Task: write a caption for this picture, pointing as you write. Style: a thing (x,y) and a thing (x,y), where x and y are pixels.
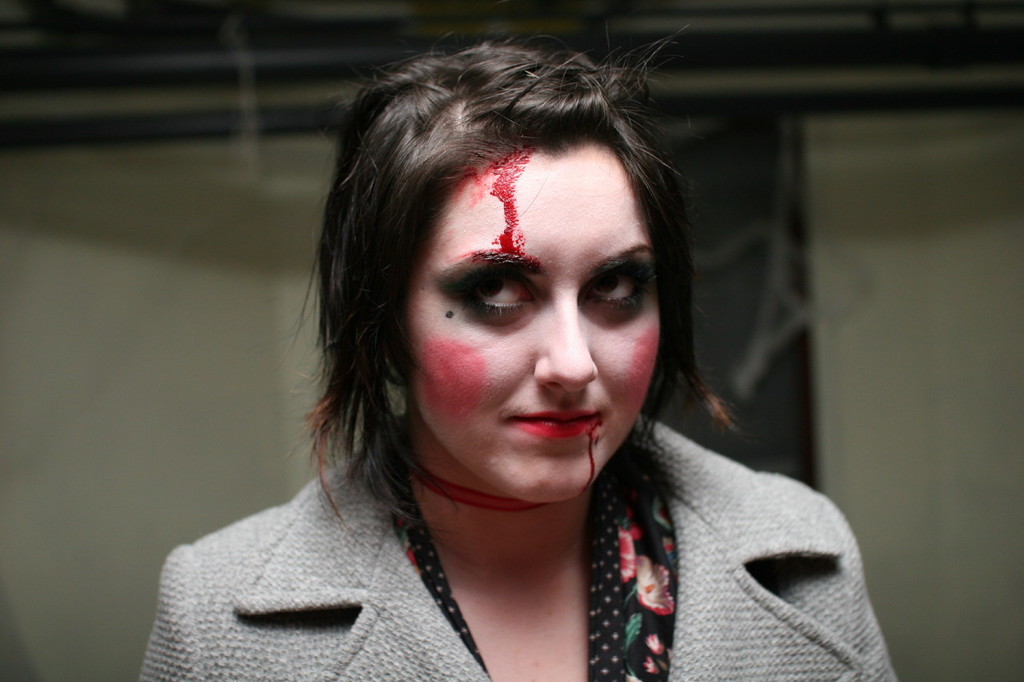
In this picture we can see a woman (377,328) smiling and on her face (504,339) we can see blood (511,241) and in the background (249,200) we can see some objects (135,72) and walls (199,217).
